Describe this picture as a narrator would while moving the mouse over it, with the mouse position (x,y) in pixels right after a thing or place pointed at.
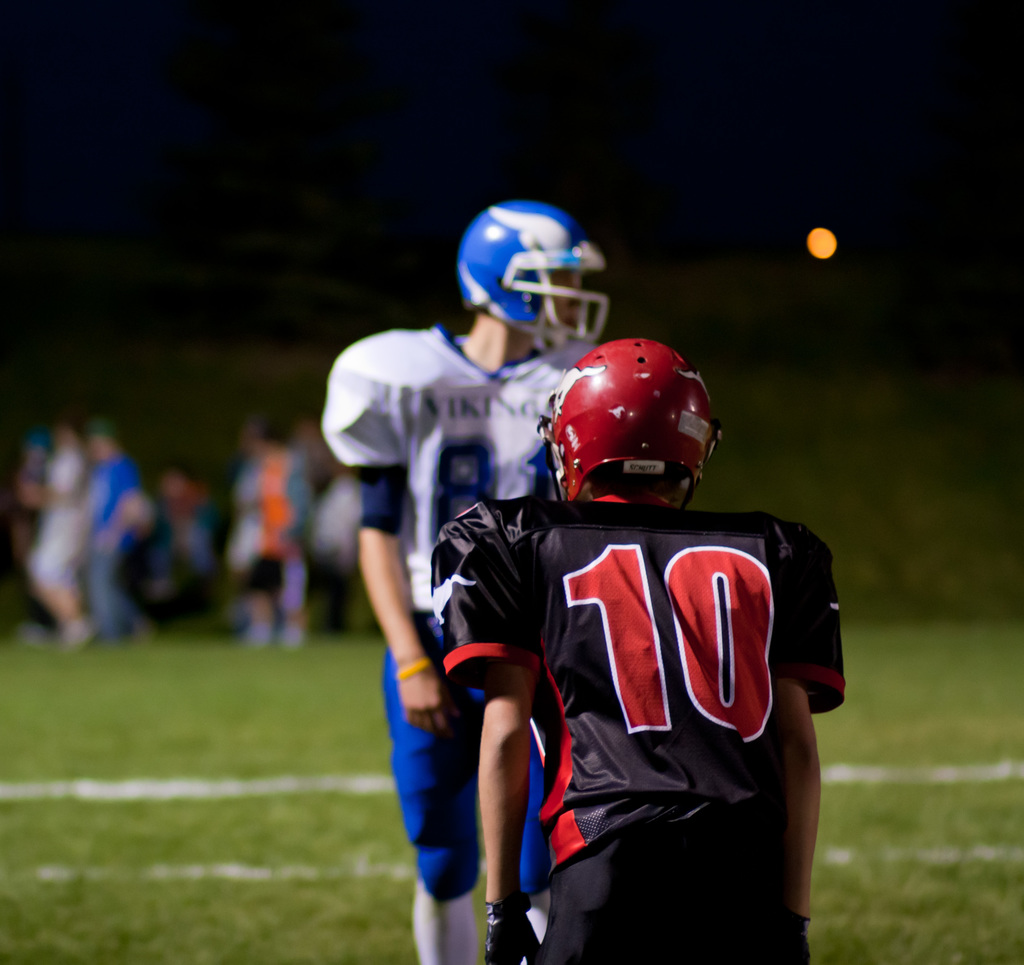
In this image I can see two persons (701,773) wearing a helmet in the middle, in the background (179,497) it might be look like person's (97,555) visible on ground (179,667), there is a small light focus (819,239) visible in the upper right (833,237).
